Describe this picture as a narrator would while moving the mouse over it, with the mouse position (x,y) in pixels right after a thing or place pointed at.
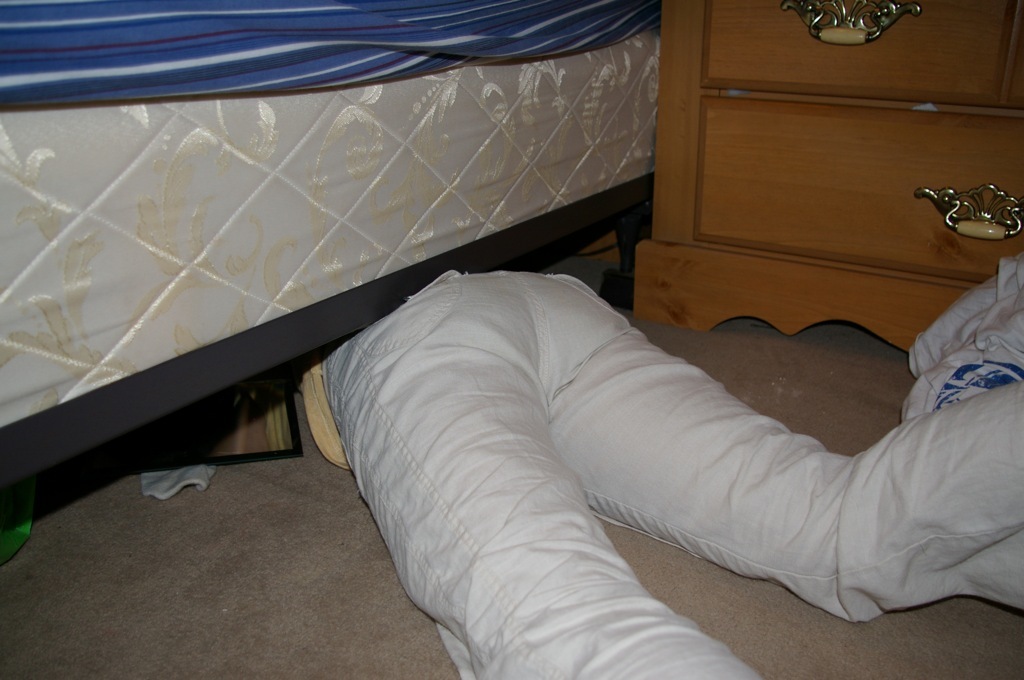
This is the picture inside of the room (649,263). There is a person (435,506) lying on the floor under the bed (362,135). At the back (750,213) there is a table (847,140) and there is a blue color bed sheet (238,59) on the mattress (349,154).
